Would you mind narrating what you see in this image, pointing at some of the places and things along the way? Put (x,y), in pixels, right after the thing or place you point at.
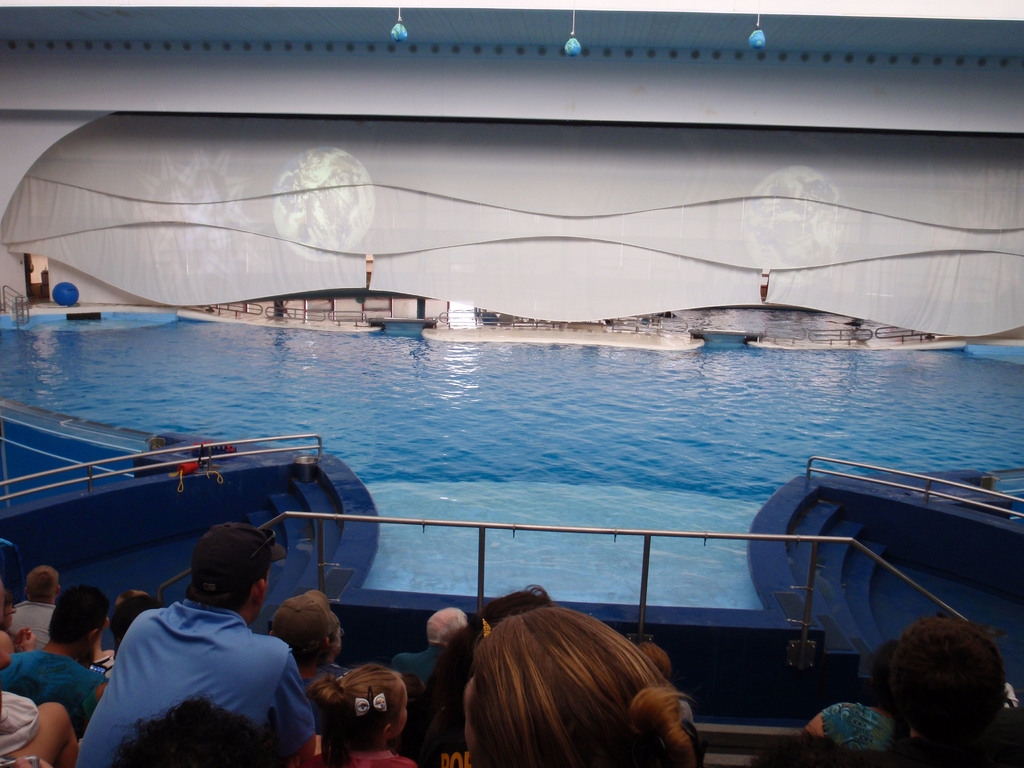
In this picture I can see there are a few people (483,749) sitting and there is a swimming pool (441,485) in front of them, there is a white surface (490,211) in the backdrop (660,205), there is something projected on it.
